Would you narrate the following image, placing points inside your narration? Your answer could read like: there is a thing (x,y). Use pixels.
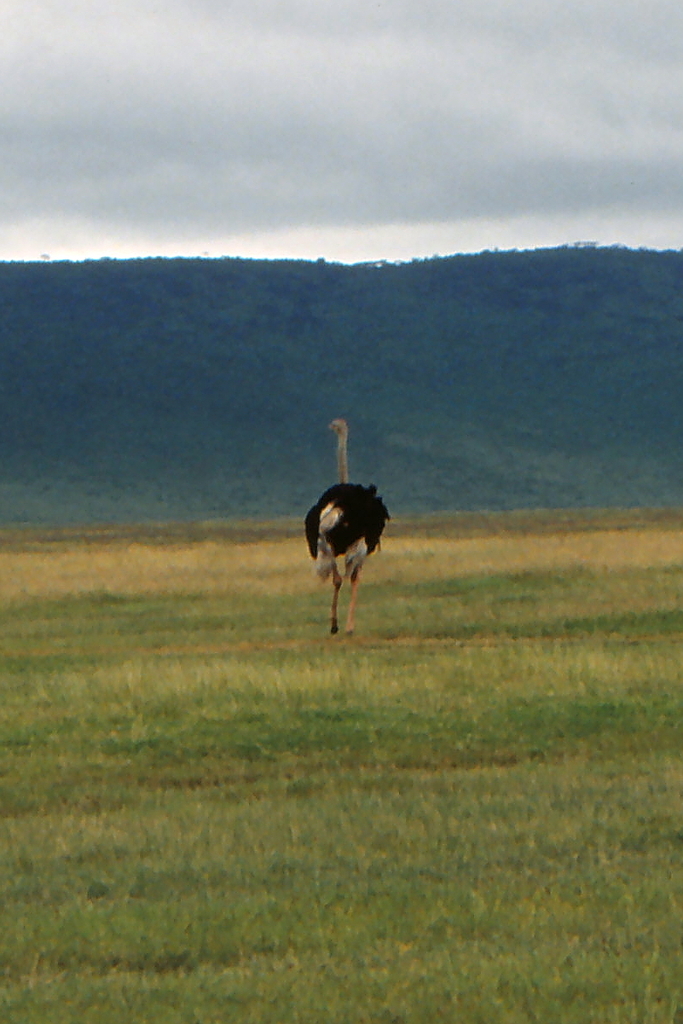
In this picture we can see an ostrich bird (366,504) on the grass (356,739), in the background (378,138) we can find a hill (189,372) and clouds (358,165).
